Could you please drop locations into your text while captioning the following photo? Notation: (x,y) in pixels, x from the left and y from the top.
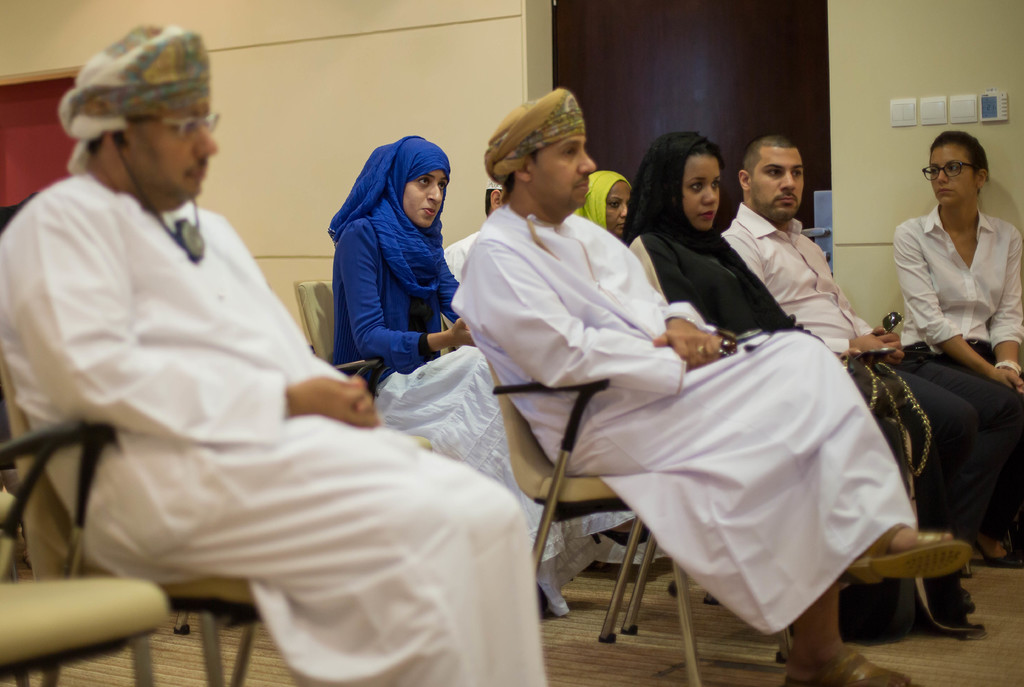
In this image we can see a group of people (459,388) are sitting on chairs (516,425) placed on the floor (635,660). One woman (403,255) is wearing a blue dress (392,292). One person (187,319) wearing spectacles (185,119) and a cap (188,104). In the background (953,100), we can see a door (744,62) and switches (935,101) on the wall (404,70).
